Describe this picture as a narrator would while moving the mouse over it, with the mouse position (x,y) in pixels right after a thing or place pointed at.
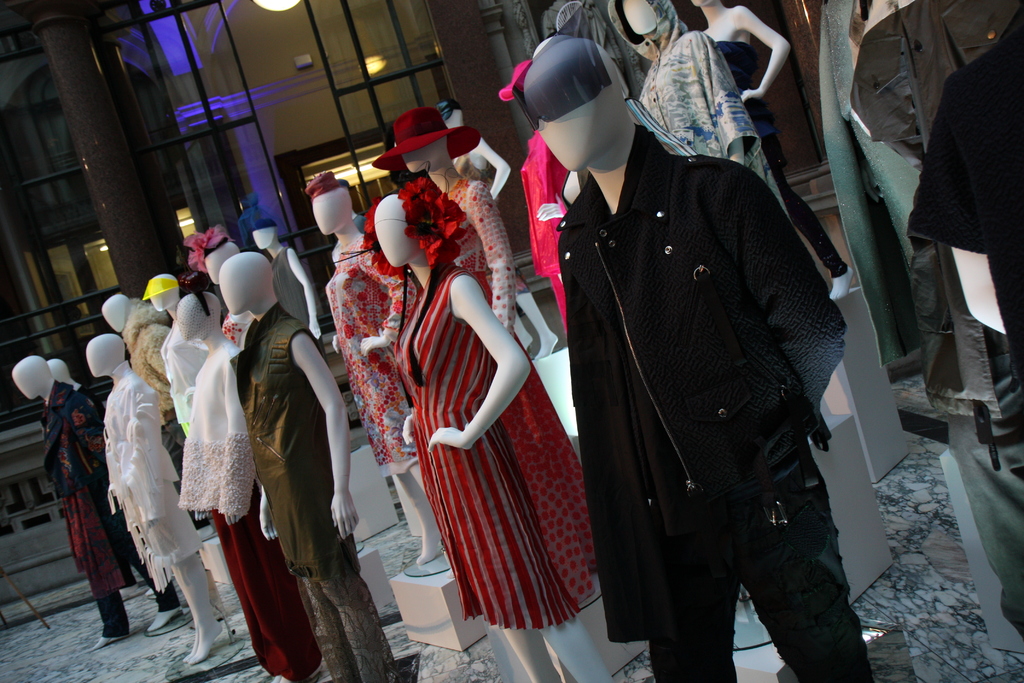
Here we can see both men and women dolls (630,462) and wore dresses (622,349) respectively. In the background (169,200) there is a building (97,162), glass doors (220,195), lights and poles (114,136).
